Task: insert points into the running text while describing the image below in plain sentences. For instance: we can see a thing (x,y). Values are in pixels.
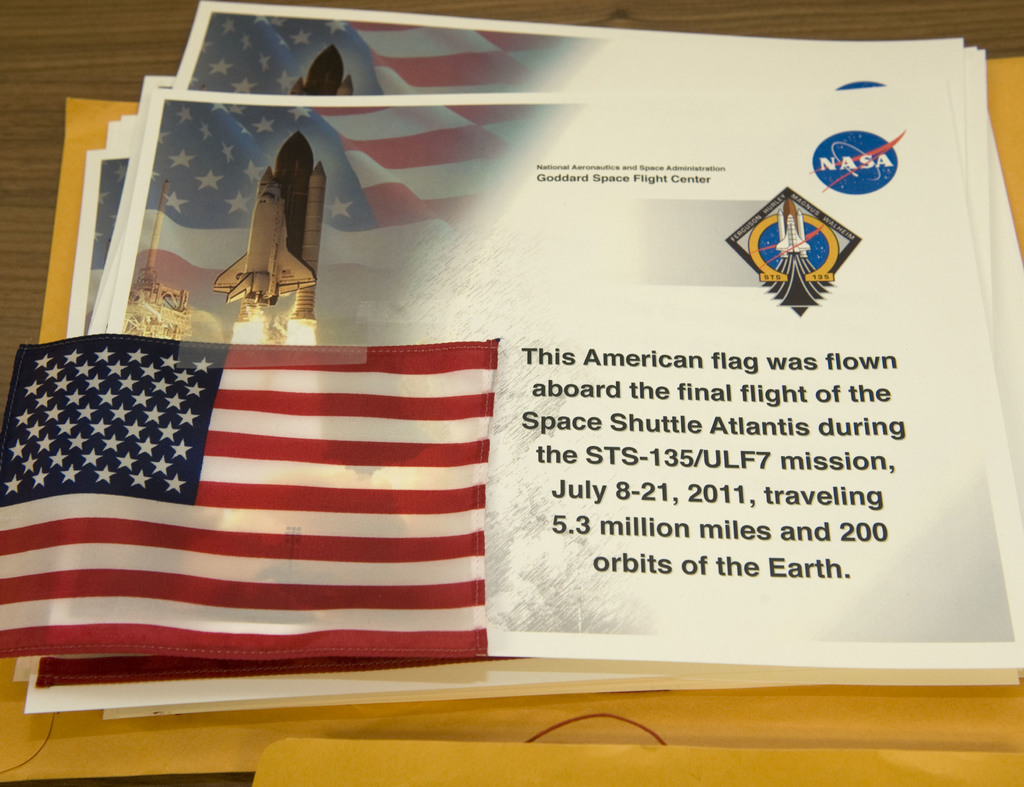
In this image in the center (542,499) there are some posters (542,499), on the posters (551,433) there is text (721,471) and there is a flag (229,434) and rocket (289,276) and some logos (819,259). And at the bottom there is a table (24,248), and at the top of the image (992,10) there is table (951,10).
